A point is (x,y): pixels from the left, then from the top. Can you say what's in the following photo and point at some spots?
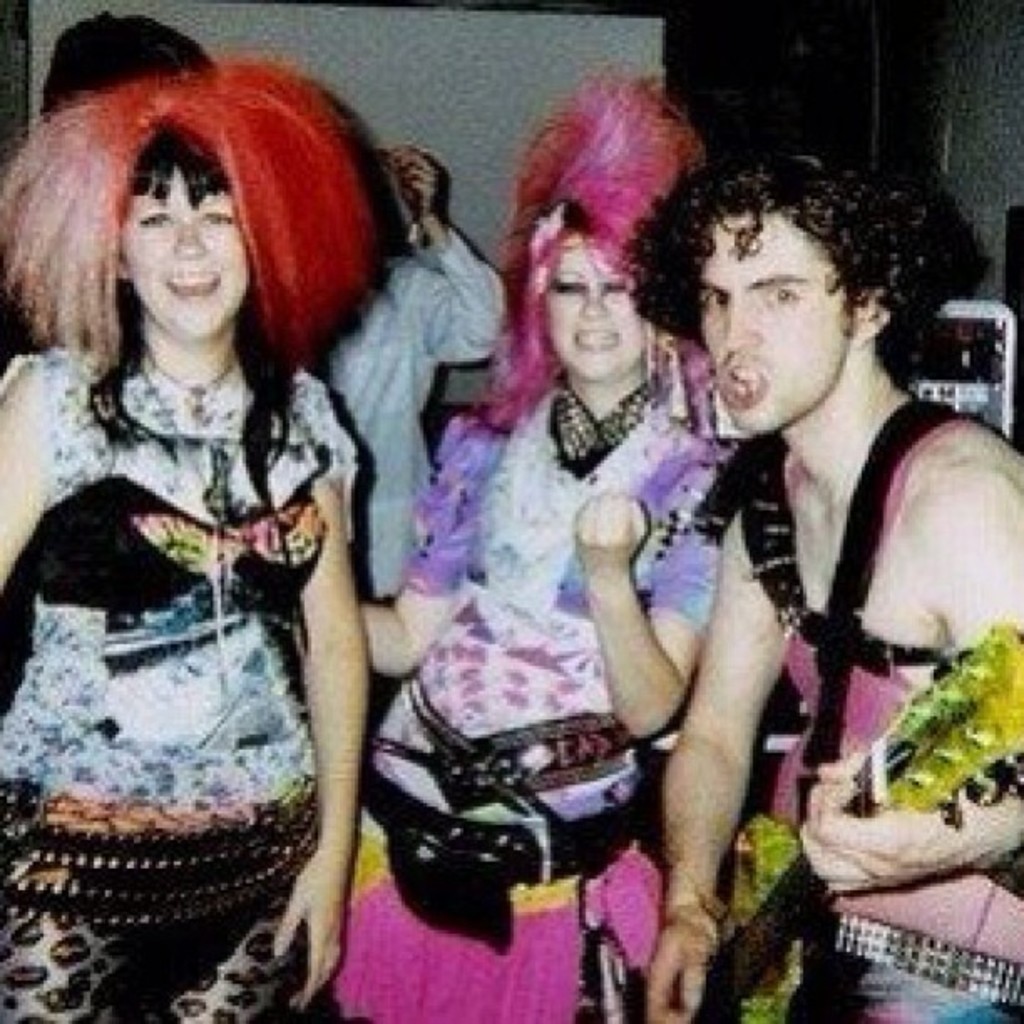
In this image we can see three people (462,626), two girls (481,627) and one boy (873,714), two girls (327,686) are wearing a colorful dress (278,745) and a wig (593,195) to their hair (585,144). In the background of the image (847,106) there is a wall (963,109).
